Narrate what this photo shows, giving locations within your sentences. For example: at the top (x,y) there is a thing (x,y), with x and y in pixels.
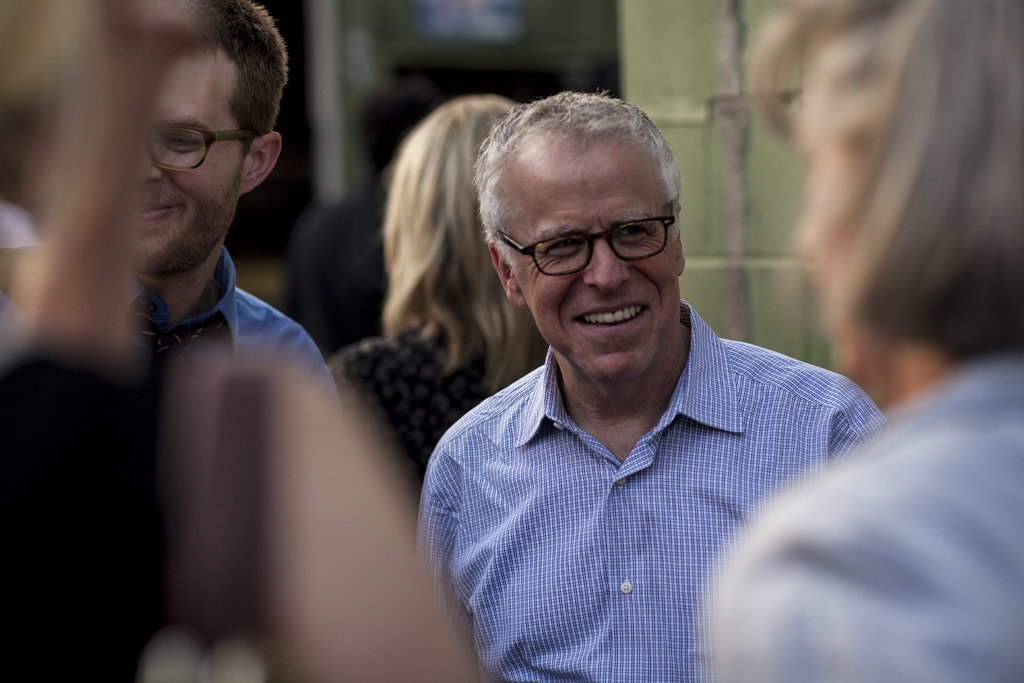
In this image in the middle (601,346) there is a man (601,473), he wears a shirt (600,445), he is smiling. On the left (205,277) there is a man (198,243), he wears a shirt (252,333). On the right (949,375) there are some people (921,329). In the middle (407,290) there are some people (389,278), building (651,79).
